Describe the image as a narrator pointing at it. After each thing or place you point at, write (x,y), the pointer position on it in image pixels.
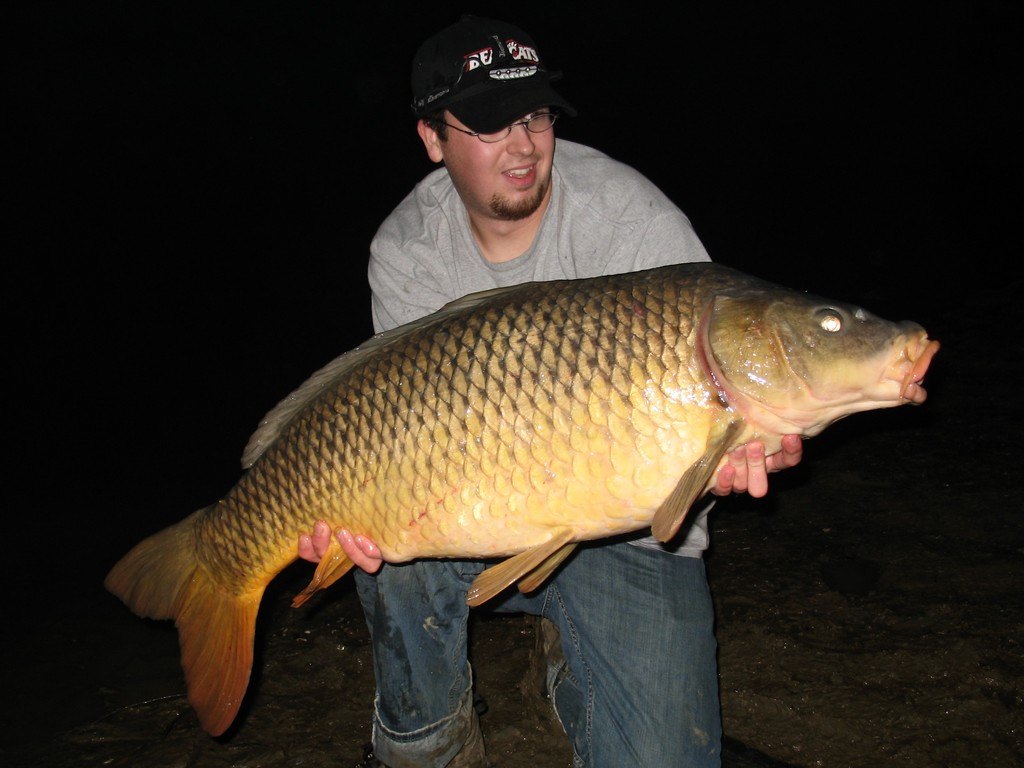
In this picture there is a man (478,118) who is wearing cap (493,122), spectacle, t-shirt (565,237), jeans (667,662) and shoe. He is holding a big fish (497,507). In the background (772,62) we can see the darkness (835,171).
